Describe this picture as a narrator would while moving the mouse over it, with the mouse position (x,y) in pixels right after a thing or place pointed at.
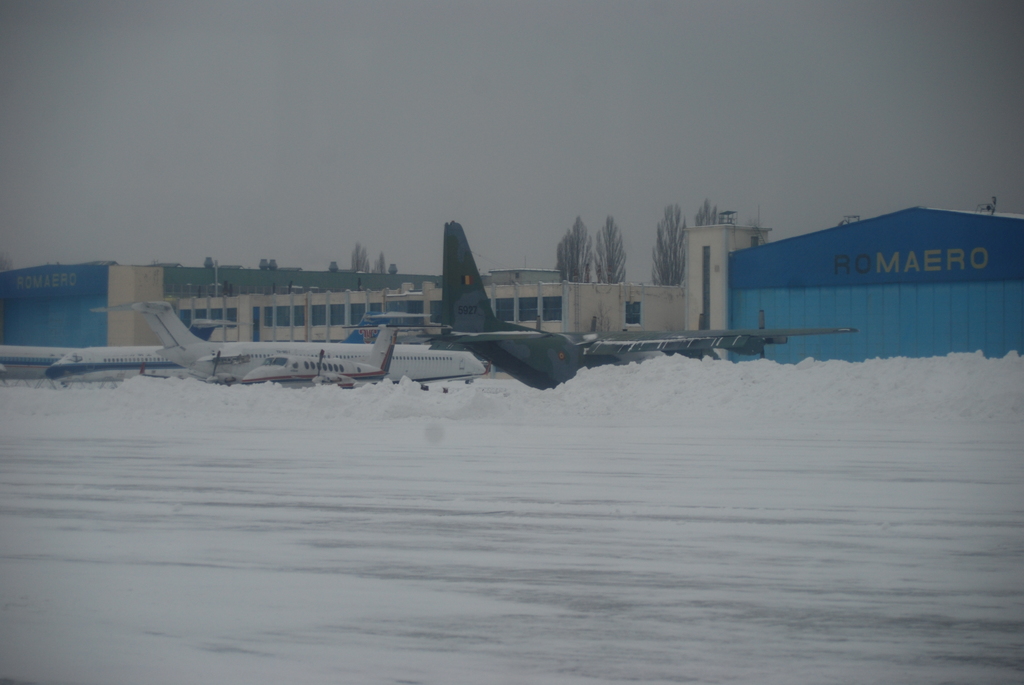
In this picture we can see some planes (207,337) are parked in the ground (465,553). Behind there is a blue color shade tent (850,303) and white color building (301,293). In the background (612,257) there are some trees (570,239).
